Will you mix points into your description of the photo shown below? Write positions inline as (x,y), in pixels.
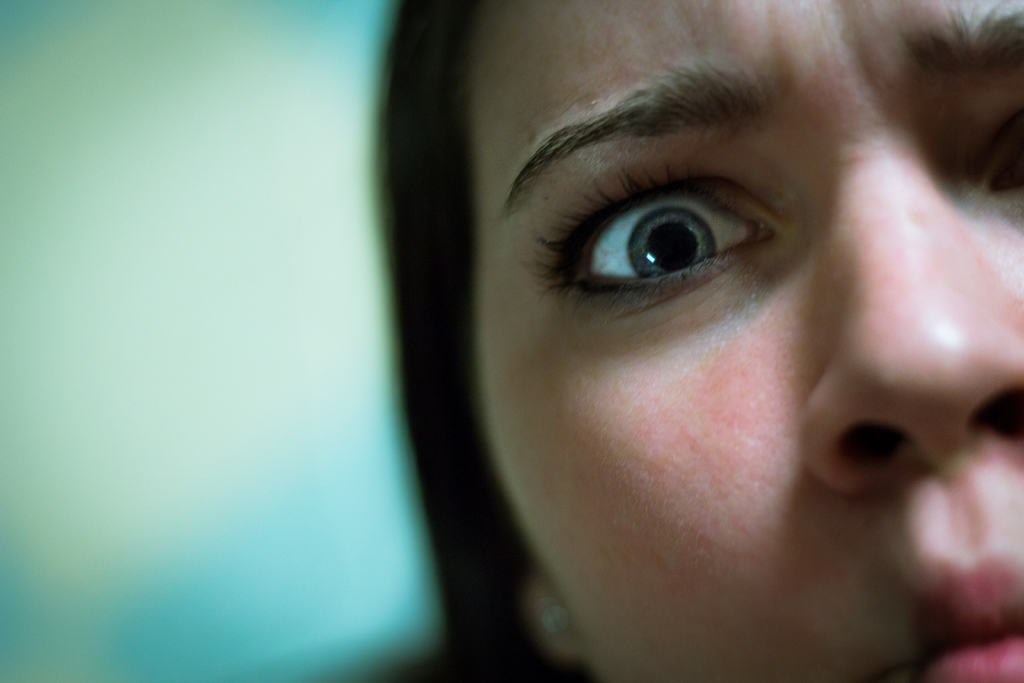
In the image there is a woman (499,239), only her half part of the face (881,452) is visible, her expression is furious and the background (60,91) is blurry.
